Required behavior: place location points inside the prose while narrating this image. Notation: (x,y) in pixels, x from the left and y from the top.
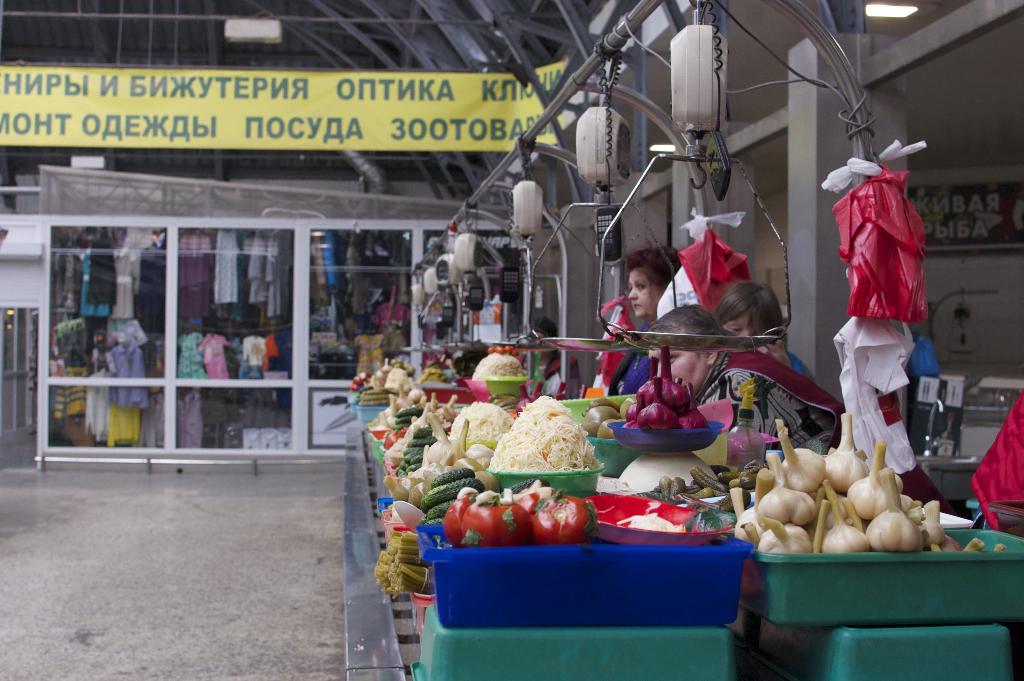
On the right side of the image (696,441) we can see some vegetables (568,544), containers (649,476), weight machine (649,333), plastic covers (879,354) and some persons (693,308), wall (968,266) are there. In the center of the image (348,302) we can see some clothes (321,318) are present. At the top of the image (242,57) roof (268,46), board (261,112) are there. At the bottom of the image (188,618) floor (232,580) is present.
